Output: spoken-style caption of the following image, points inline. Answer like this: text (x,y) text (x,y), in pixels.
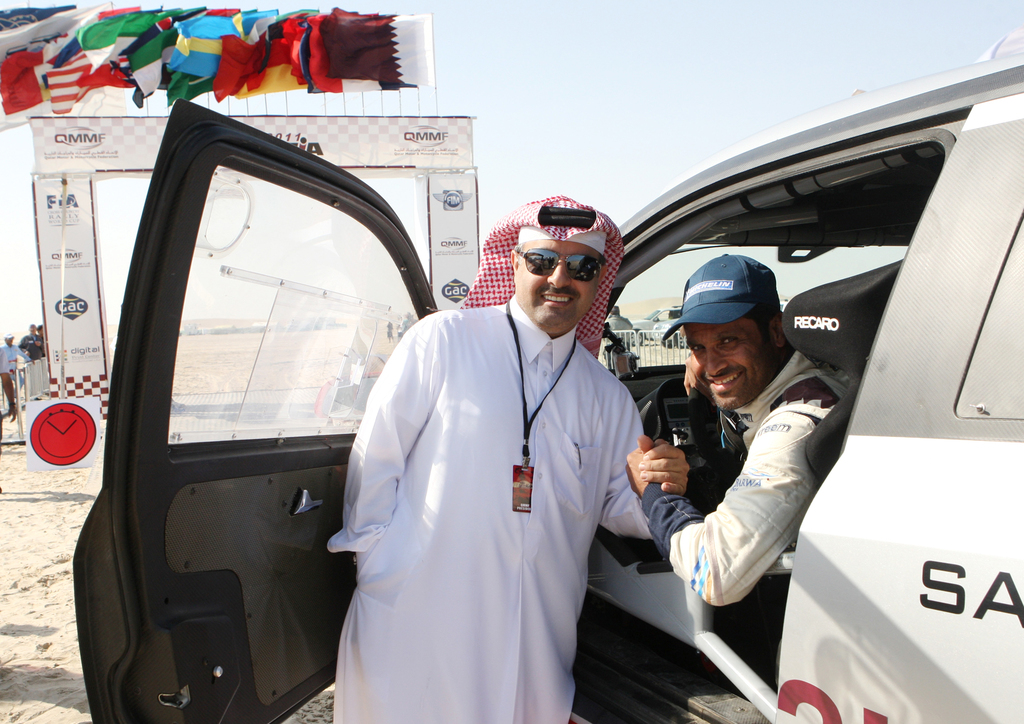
This person (720,391) is sitting inside this vehicle (903,479). Beside this vehicle (827,482) this person (466,522) is standing and wore goggles (543,261). Far the persons (42,346) are standing. This is a banner (131,129). Above this banner (365,136) there are flags (171,40). This person (479,381) wore white dress (508,448).
